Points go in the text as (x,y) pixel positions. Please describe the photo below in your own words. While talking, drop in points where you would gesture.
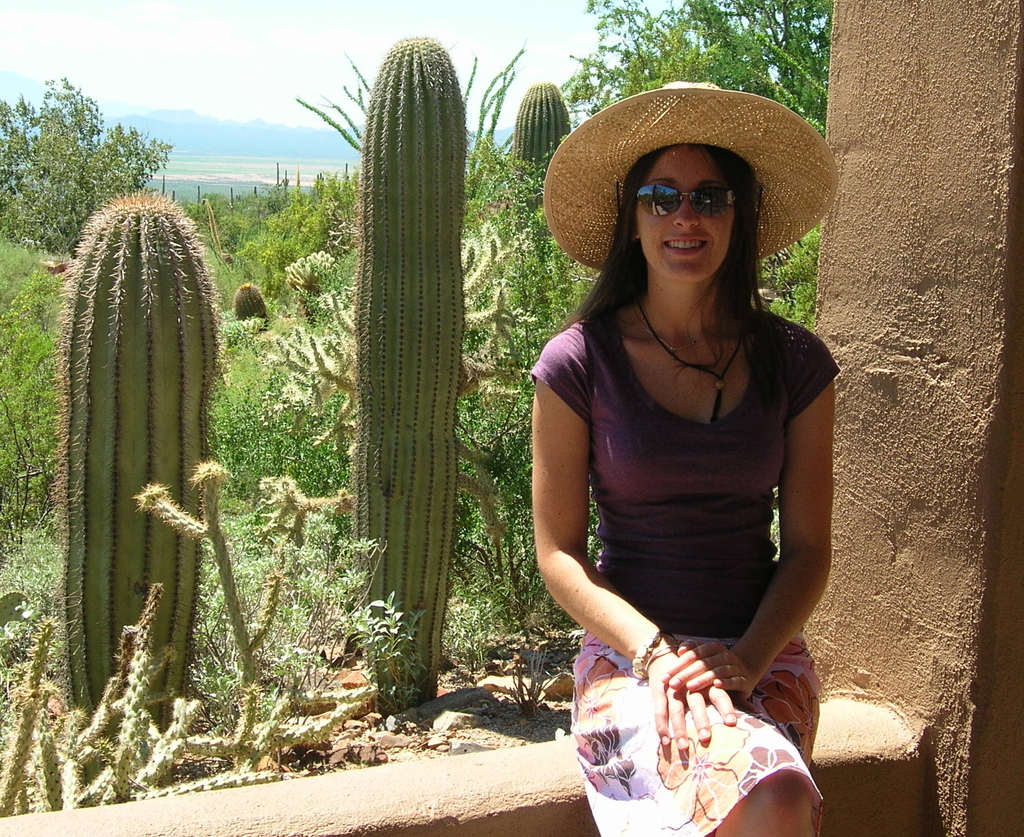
In this picture there is a lady (745,401) on the right side of the image (685,608) she is wearing a hat (583,161) and there is greenery (235,267) in the background area of the image (244,273).
